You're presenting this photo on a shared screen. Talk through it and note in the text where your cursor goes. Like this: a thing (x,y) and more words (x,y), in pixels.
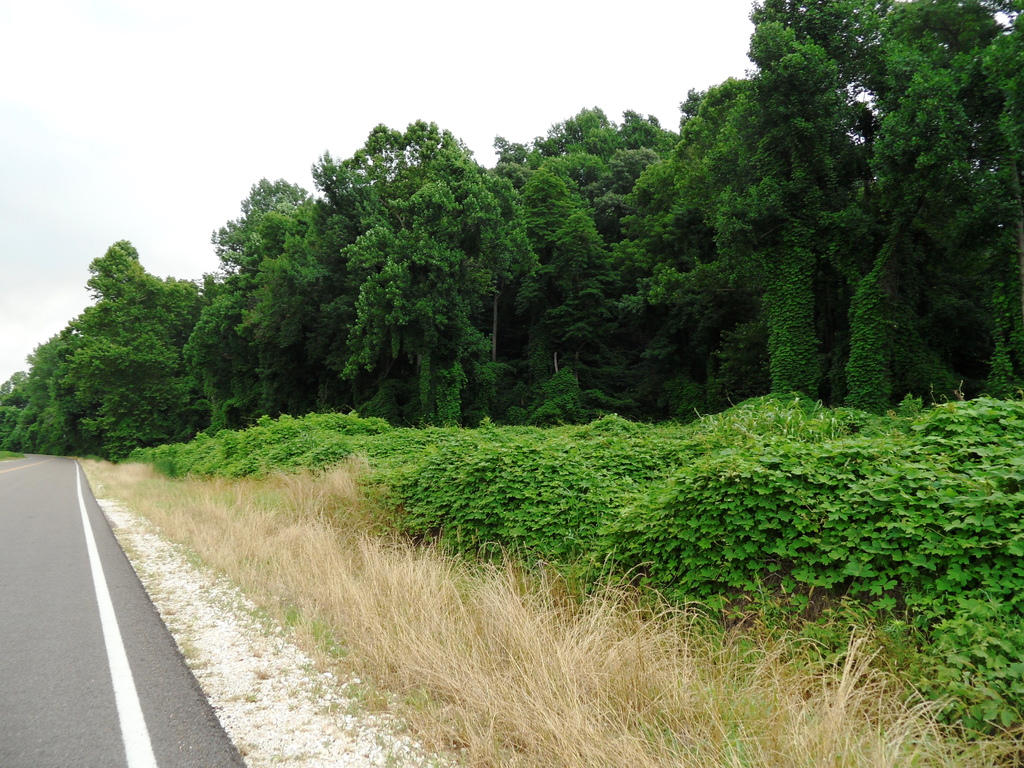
In this picture we can see road (63,745), plants (612,444), grass (775,413) and trees (397,178). In the background of the image (318,120) we can see the sky (292,108).
